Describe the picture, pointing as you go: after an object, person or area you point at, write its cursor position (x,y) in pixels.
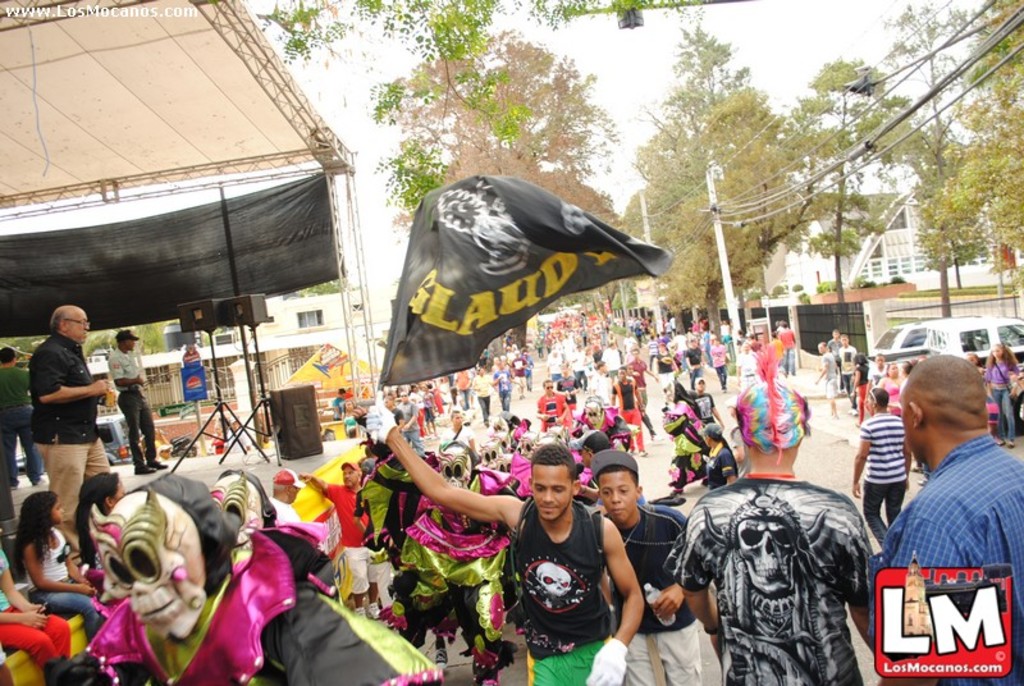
In this image there is a man (558,561) who is wearing black shirt (573,602) and short (558,655). He is holding a flag (440,247). Here we can see some peoples (416,607) are wearing costumes (207,522). On the left (68,337) there is an old man (73,397) who is standing on the stage (185,465). Here we can see security person (125,386) who is standing near to the speakers (279,403) and stand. On the top left corner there is a watermark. In the back (622,395) we can see group of persons (601,329) standing on the road (525,395). On the right (846,253) background (885,271) we can see a building (869,253) and trees (836,204). On the top (787,25) there is a sky (780,20). Here we can see a black color cloth (180,221) and tent (142,102).
